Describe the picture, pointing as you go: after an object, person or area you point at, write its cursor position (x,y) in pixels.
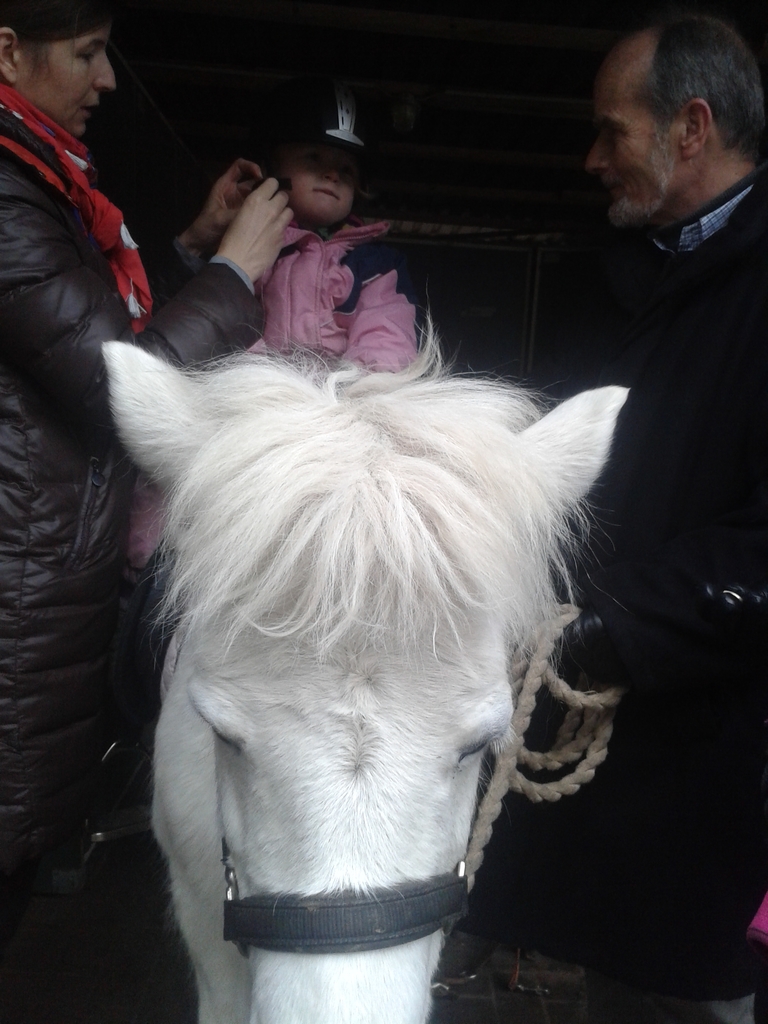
there is a child (360,275) sitting on the white colour horse (380,657) and beside there is a man (727,341) and woman (62,369) standing and the man (609,612) holding the horse (402,752).
